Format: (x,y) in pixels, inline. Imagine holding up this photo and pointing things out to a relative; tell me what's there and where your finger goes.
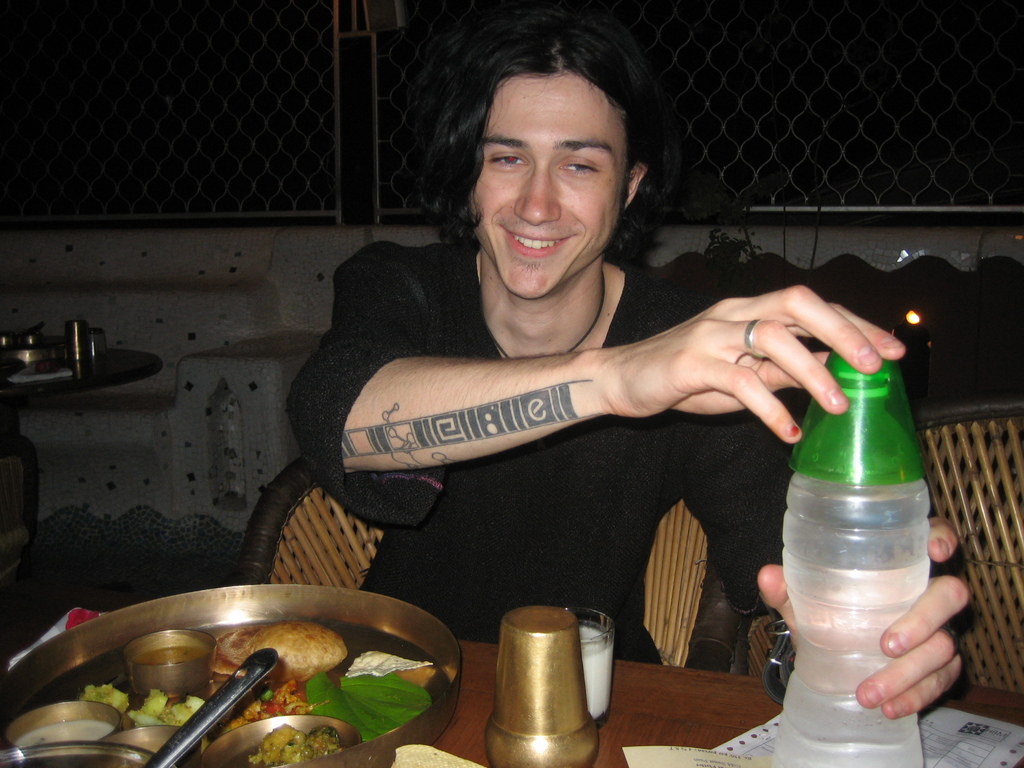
This is a picture of a man (620,194) seated to have food (381,655). This man (551,295) is center of the picture (498,508) seated in a chair (691,607) he is wearing a black color t shirt (584,434) and is having a tattoo (475,419) on his hand (508,412), he is holding a water bottle (851,611). In front of him in foreground (705,692) there is a table (491,714), on the table (627,703) there is a glass (544,700) and in another glass (592,661) there is milk (598,648). On the table (473,697) there is a plate (211,621) in which there is food (149,700) in the background (263,147) it is dark and there is fencing (861,80). And in left of the image (72,371) there is a table (100,375) and glasses (67,340) on it and he is smiling.
